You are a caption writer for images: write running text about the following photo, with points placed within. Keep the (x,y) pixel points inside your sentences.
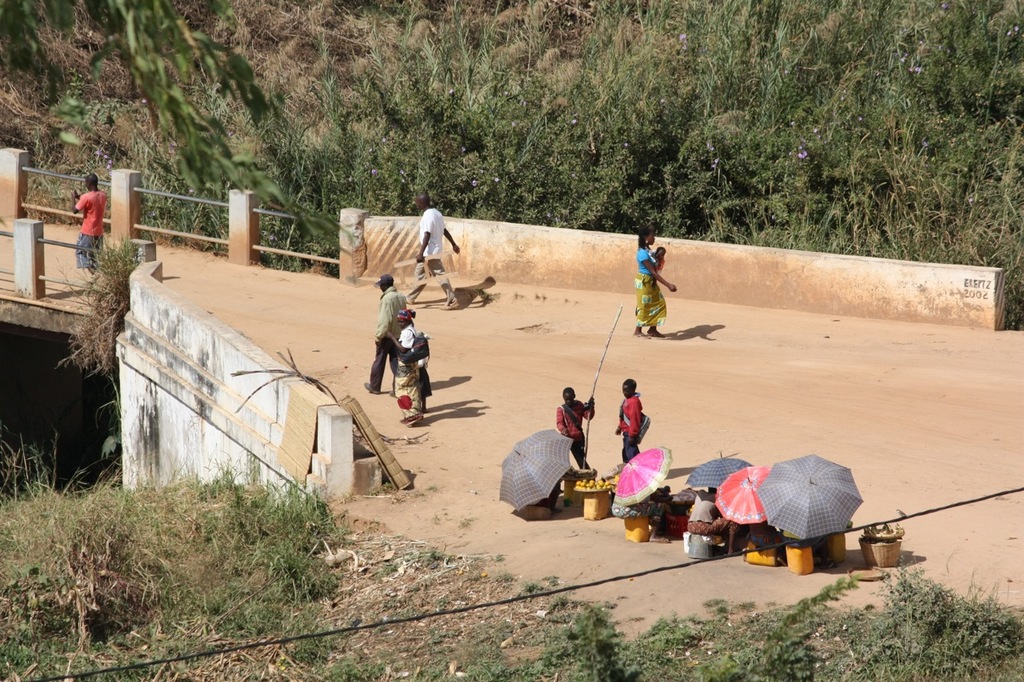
Here we can see few persons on the road (683,382). There are umbrellas (508,478), baskets (886,552), and fruits (877,534). This is grass (190,612) and there is a bridge (160,371). In the background (919,124) there are plants (673,137).
